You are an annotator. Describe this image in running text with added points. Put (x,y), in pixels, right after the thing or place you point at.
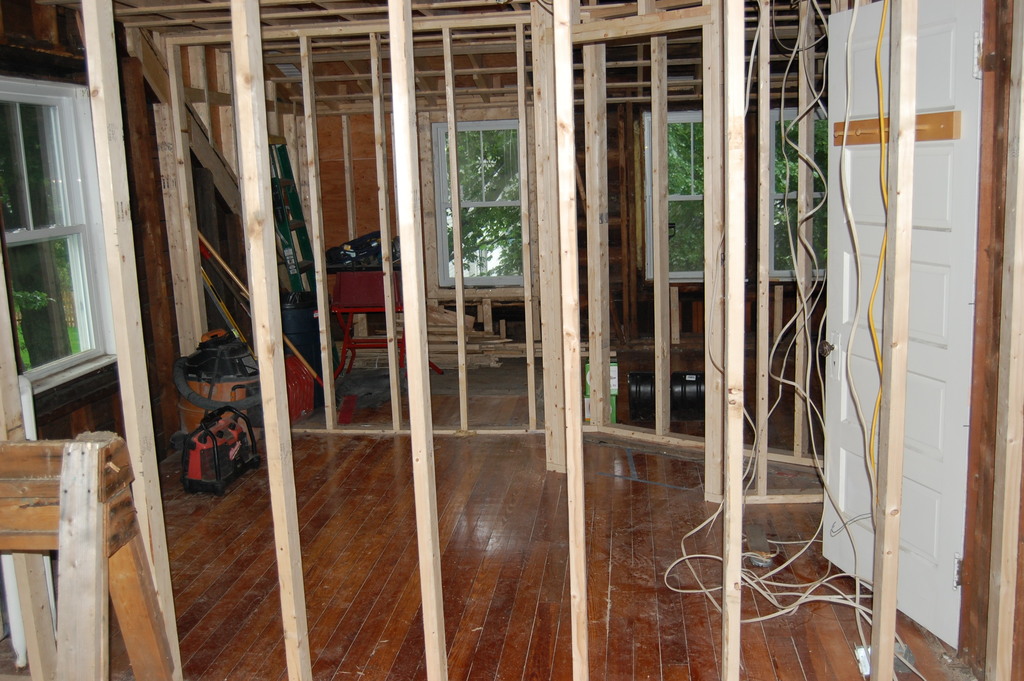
In this picture I can see the room (496,325) and hall (693,315). On the left (42,269) I can see the window (40,256). In the back (505,165), through the windows (678,240) I can see the trees (504,183). On the right (715,528) I can see some ropes (722,510) and cables (815,270) which are placed near to the door (922,317). In the bottom left (129,580) I can see the wooden sticks (112,573). In the center (381,255) where I can see the bags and other objects (248,370).
